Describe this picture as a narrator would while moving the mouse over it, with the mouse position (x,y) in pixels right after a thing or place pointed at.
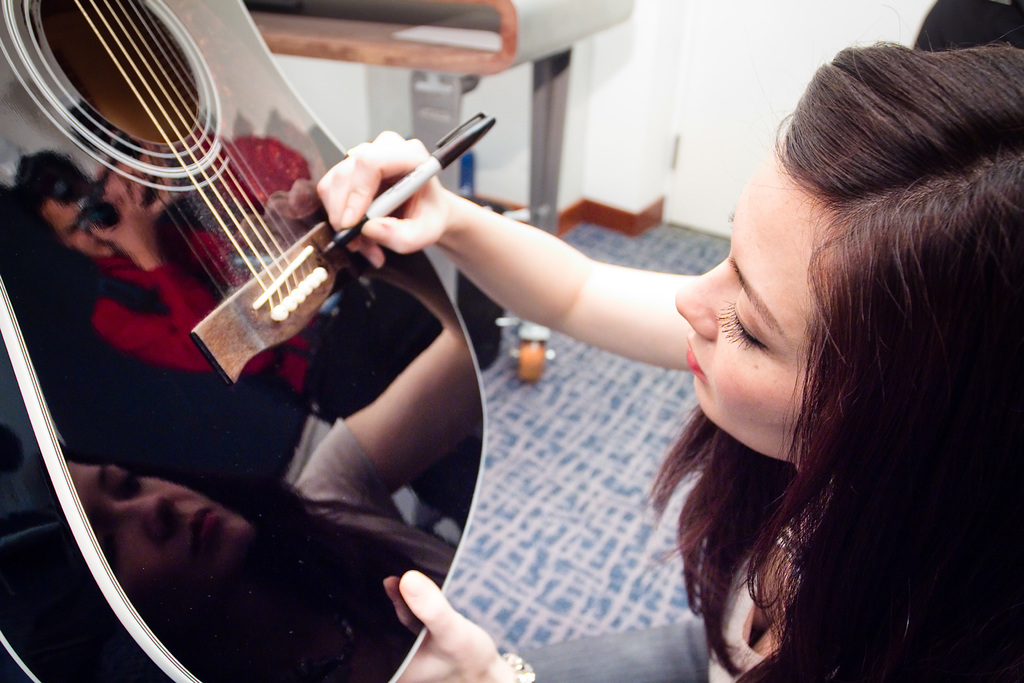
The lady (615,284) is writing something on a guitar (322,262).
